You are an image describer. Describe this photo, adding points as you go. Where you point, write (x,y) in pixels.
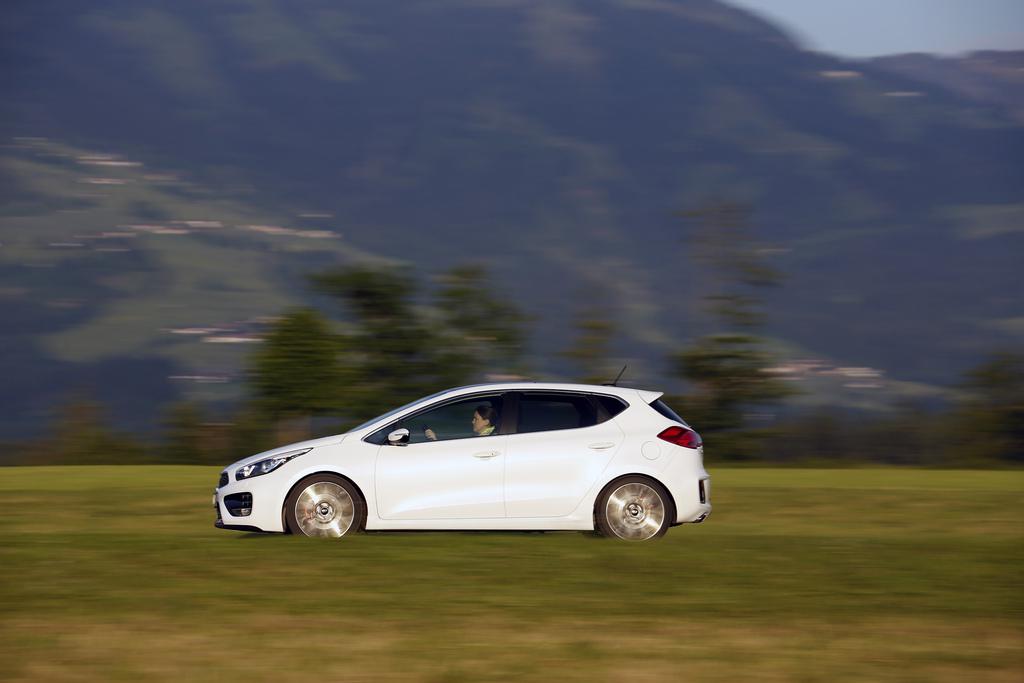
In this image white color car (445,504) is present. Behind mountain (760,316) and trees (475,363) are there.
